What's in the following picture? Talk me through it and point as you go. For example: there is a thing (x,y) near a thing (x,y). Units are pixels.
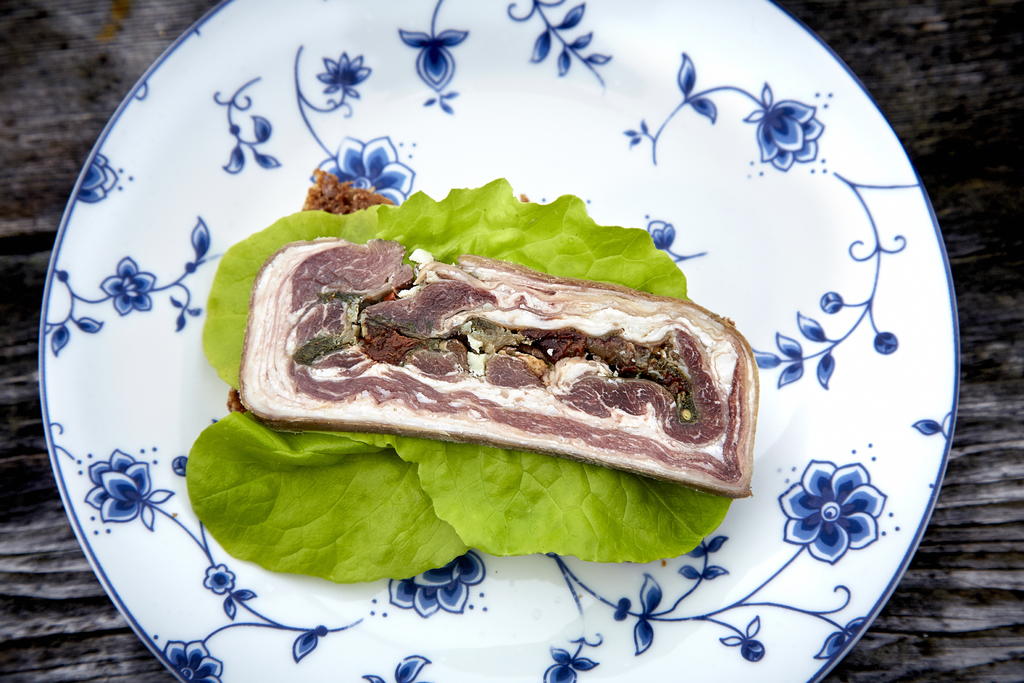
In this picture we can observe some food (437,322) placed in the white color plate (236,161). We can observe green color leaves (248,266) in the plate (198,260). The plate (187,287) is placed on the black color table (42,528).
